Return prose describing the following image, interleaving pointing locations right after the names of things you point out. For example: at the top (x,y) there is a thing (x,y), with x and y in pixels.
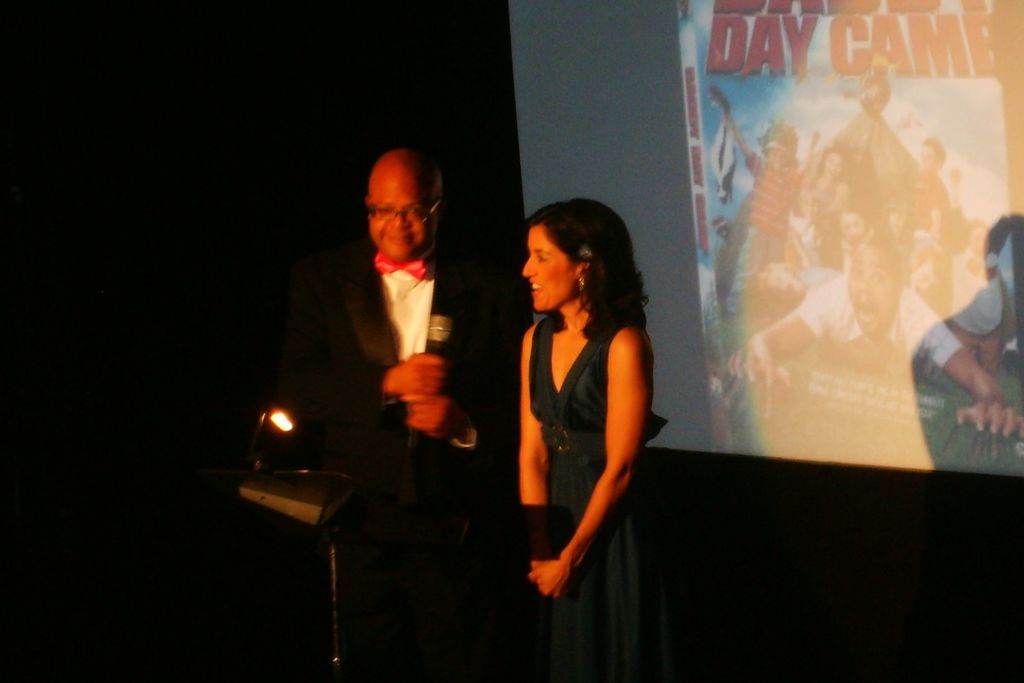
In this image I can see two people (415,535) with the dresses (410,454) and one person (446,417) holding the mic (442,347). There is a stand (320,504) in-front of these people (391,471). In the background (624,185) I can see the screen (657,187) and there is a black background (131,325).
